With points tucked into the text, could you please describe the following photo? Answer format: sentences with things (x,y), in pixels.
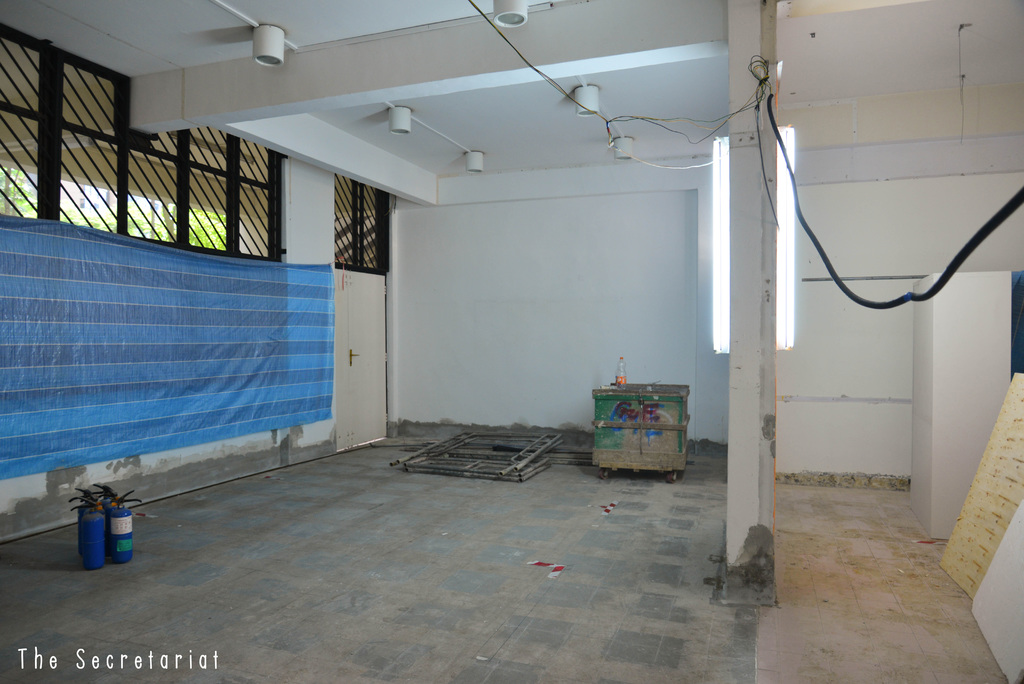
In this picture we can observe a room (558,464). There is a table (630,424) on the right side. We can observe a pillar (763,198) to which two lights (780,228) were fixed. On the right side (796,182) there is a black color wire (931,291). We can observe white color words (41,665) on the left bottom corner (124,667). There is a blue color cloth (194,361) hanged to the wall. We can observe windows (242,238) and white color door (358,333). In the background (498,312) there is a white color wall (536,275).
